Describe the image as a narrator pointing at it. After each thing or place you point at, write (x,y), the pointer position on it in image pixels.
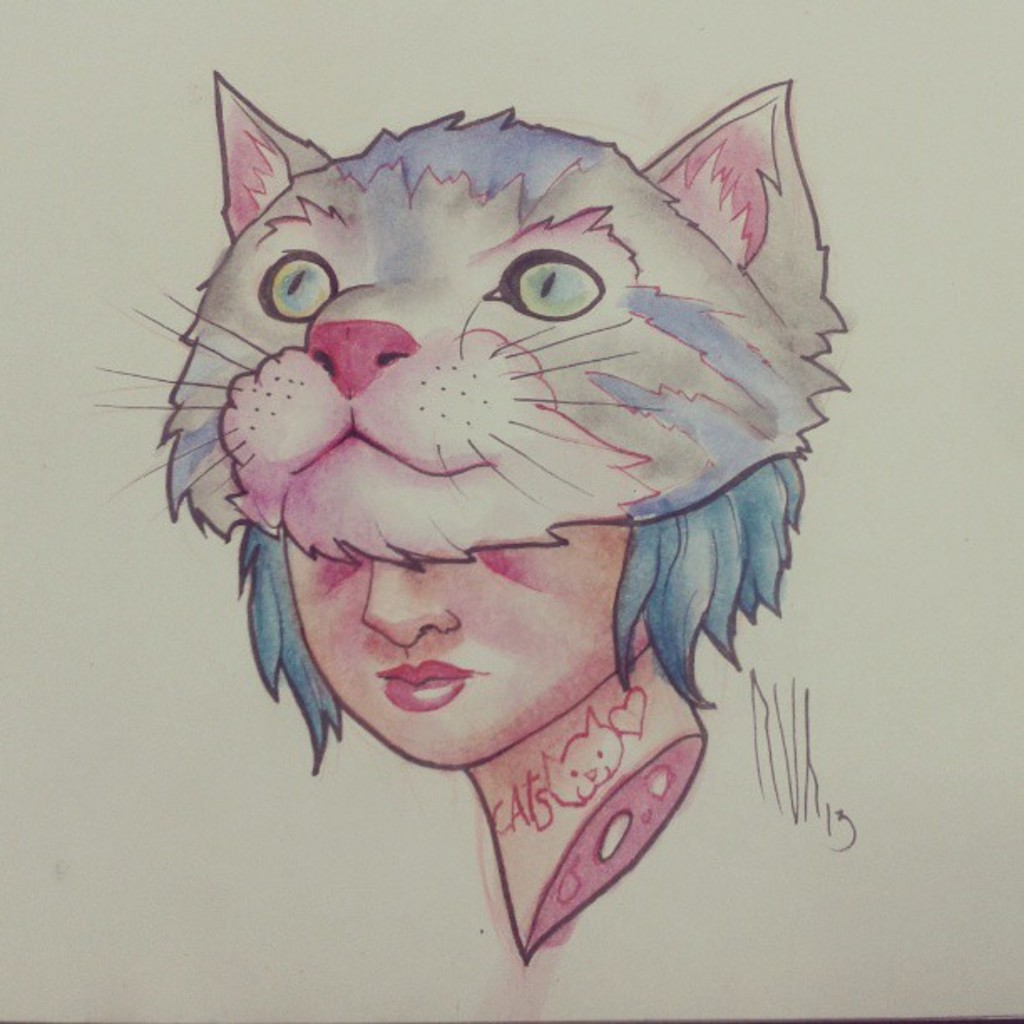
In this image can see the paper (513,892) and on the paper (756,933) we can see the colorful drawing (454,222) of the cat face (511,253) and also the woman (577,618).
